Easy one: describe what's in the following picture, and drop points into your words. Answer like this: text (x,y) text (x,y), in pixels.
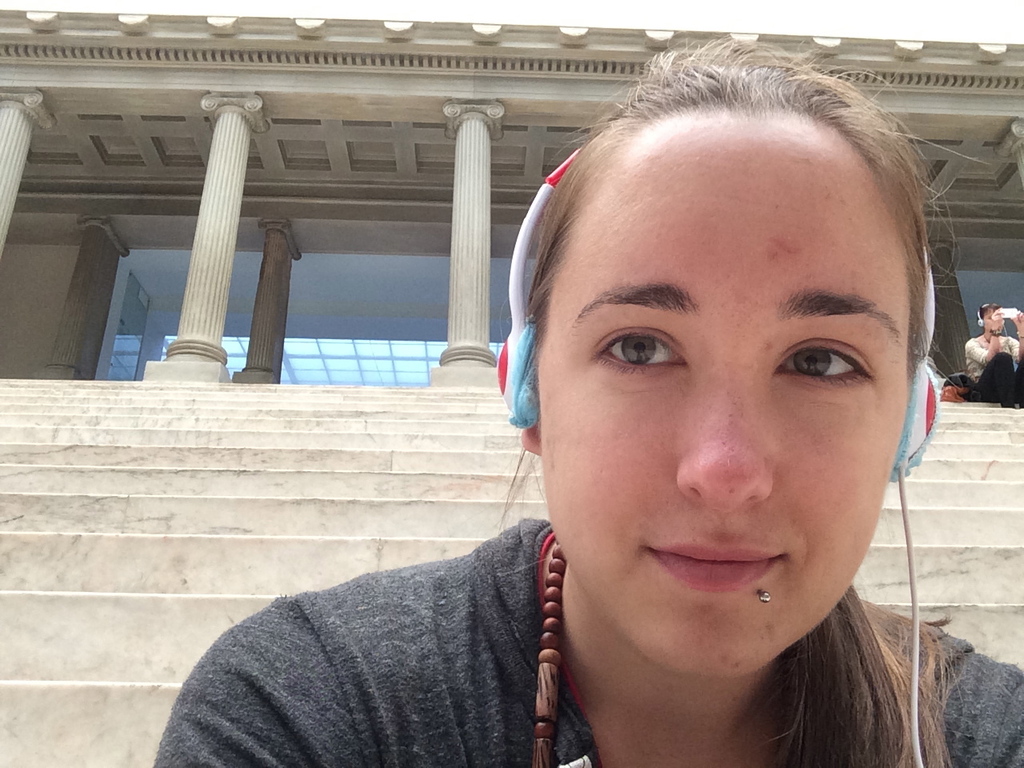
In the foreground of the picture (701,458) there is a woman (673,613) wearing headphones (916,396). On the right (989,344) there is a person (1000,375) sitting on the staircase (353,451). At the top (282,123) there is a building (305,133).
